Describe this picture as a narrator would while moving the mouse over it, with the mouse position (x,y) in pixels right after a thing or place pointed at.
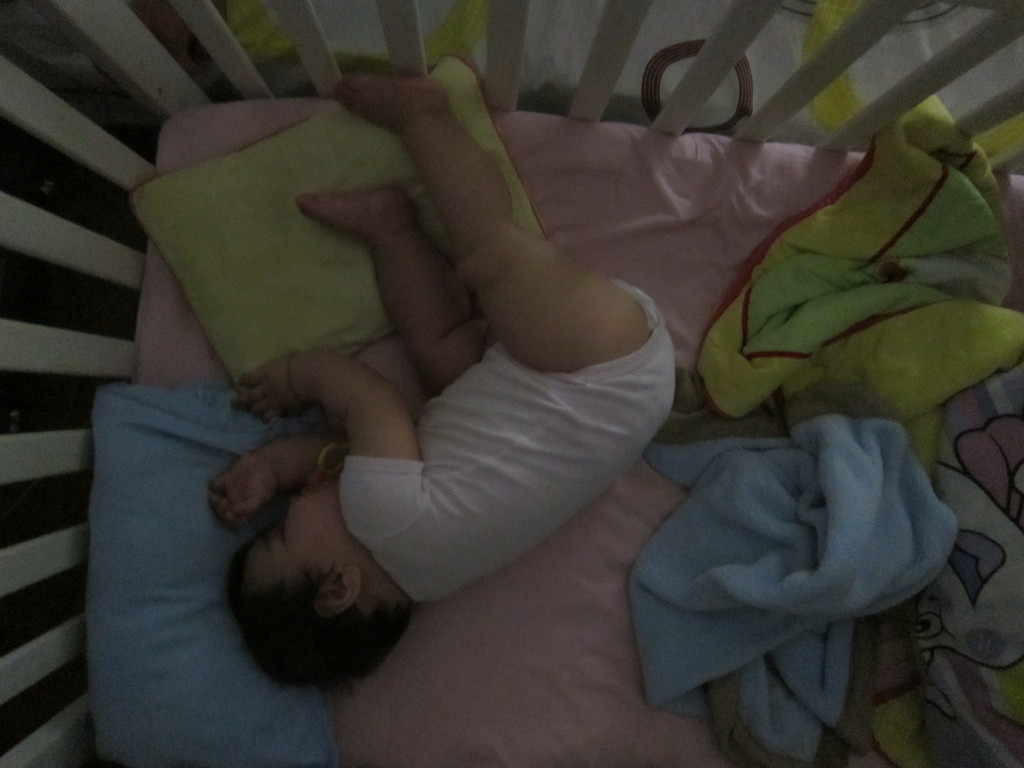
In this image I can see a baby (670,385) sleeping on the bed (367,354). I can see blue and green color pillows (240,337), at right (783,470) I can see blue and yellow color blankets (848,460).
